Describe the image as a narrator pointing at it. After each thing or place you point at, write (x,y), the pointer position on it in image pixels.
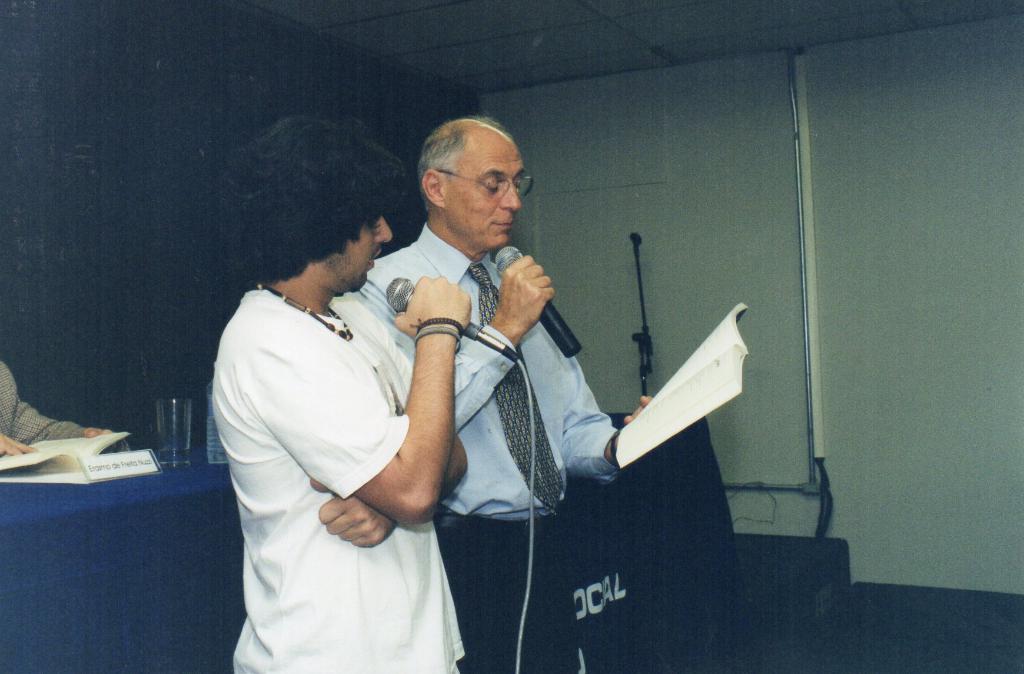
In this image we can see two men (390,516) are standing. One man (367,615) is wearing a white color t-shirt (317,438) and holding a mic (409,298) in his hand (430,313). The other man (543,391) is wearing a blue shirt (481,454), tie (529,441), black pant (512,567) and holding a mic (546,303) in one hand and a book (652,411) in the other hand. We can see a table (49,548) and a person (22,425) in the left bottom of the image (33,572). On the table (138,516), we can see a book (62,445), name plate (105,461), glass (166,430) and bottle (212,432). There is a stand (642,349) in the background of the image (643,352). Behind the stand (637,241), white color wall (680,191) is present. At the top of the image (565,48) we can see roof (598,33). There is a blue color wall (138,182) on the left side of the image (92,197).
